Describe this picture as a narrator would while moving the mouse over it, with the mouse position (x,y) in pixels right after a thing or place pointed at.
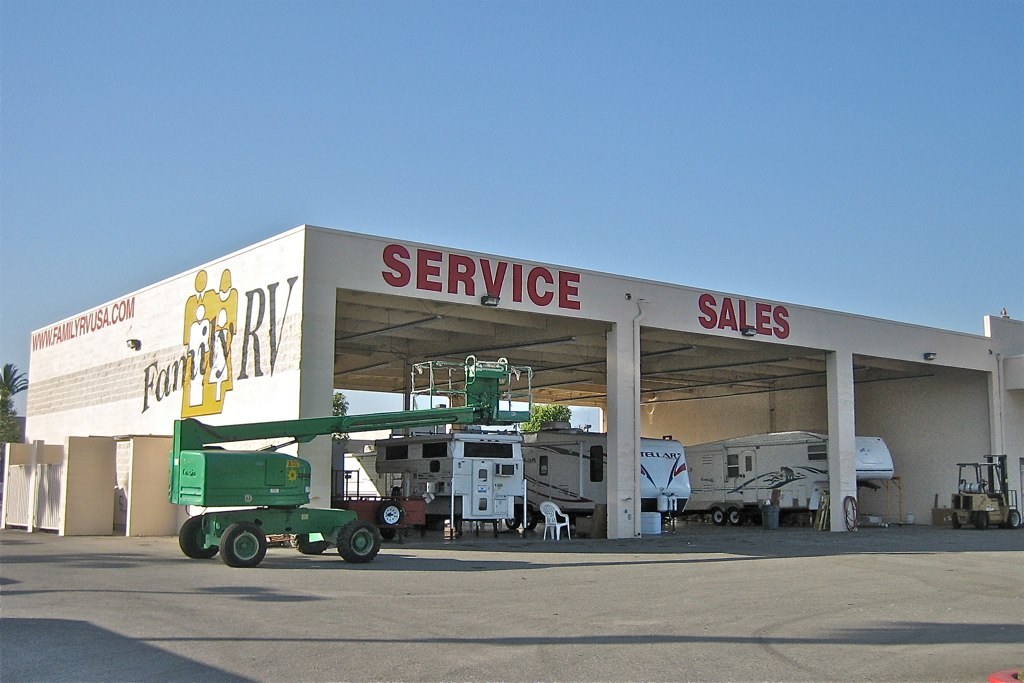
In this image there is the sky (462,130), there is a service station (473,339), there are vehicles (503,437), there is a chair (548,519), there is text (204,334) on the wall (140,369), there are trees (7,405) truncated towards the left of the image (10,427), there is a road (827,620).
